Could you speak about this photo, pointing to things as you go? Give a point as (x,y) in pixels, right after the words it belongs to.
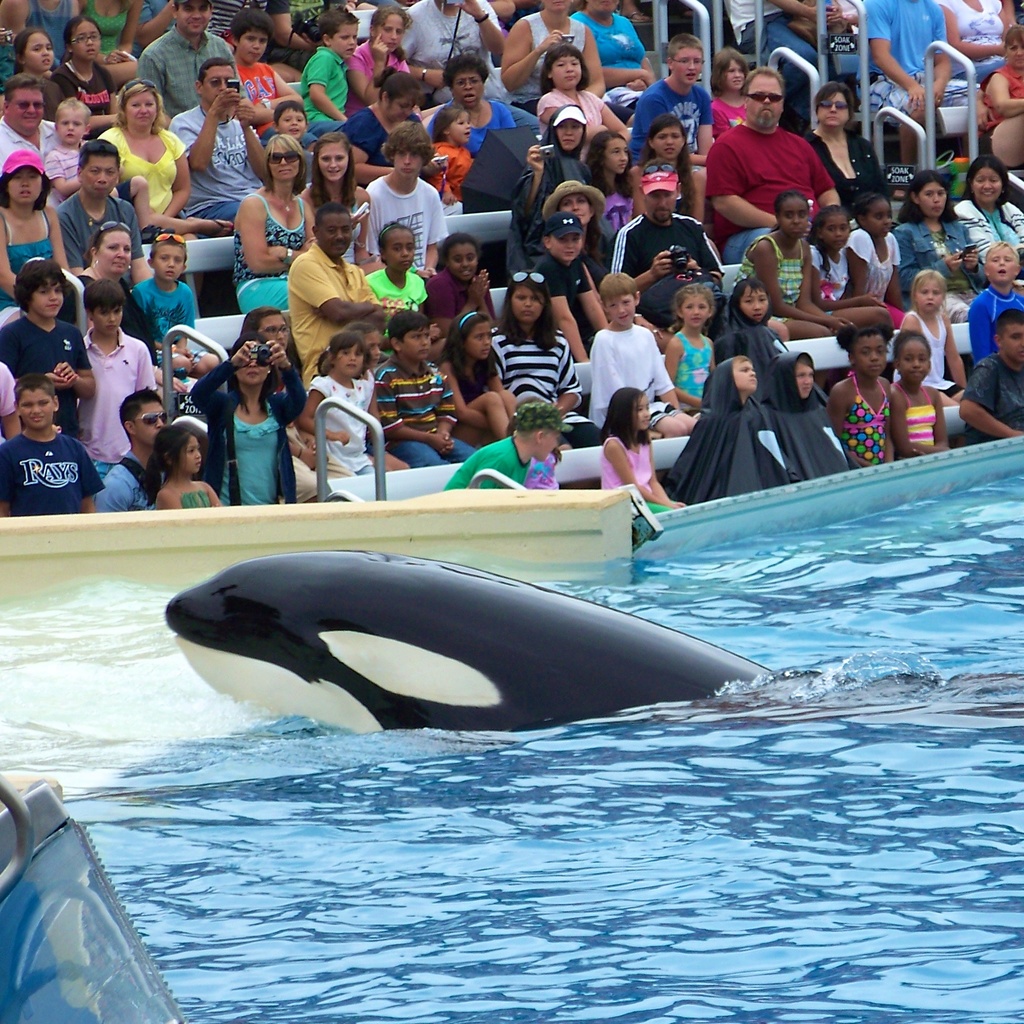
In this we can see a dolphin (732,652) in the pool (700,771), behind people (370,326) are sitting and watching the show and some people (290,382) are clicking photographs.
